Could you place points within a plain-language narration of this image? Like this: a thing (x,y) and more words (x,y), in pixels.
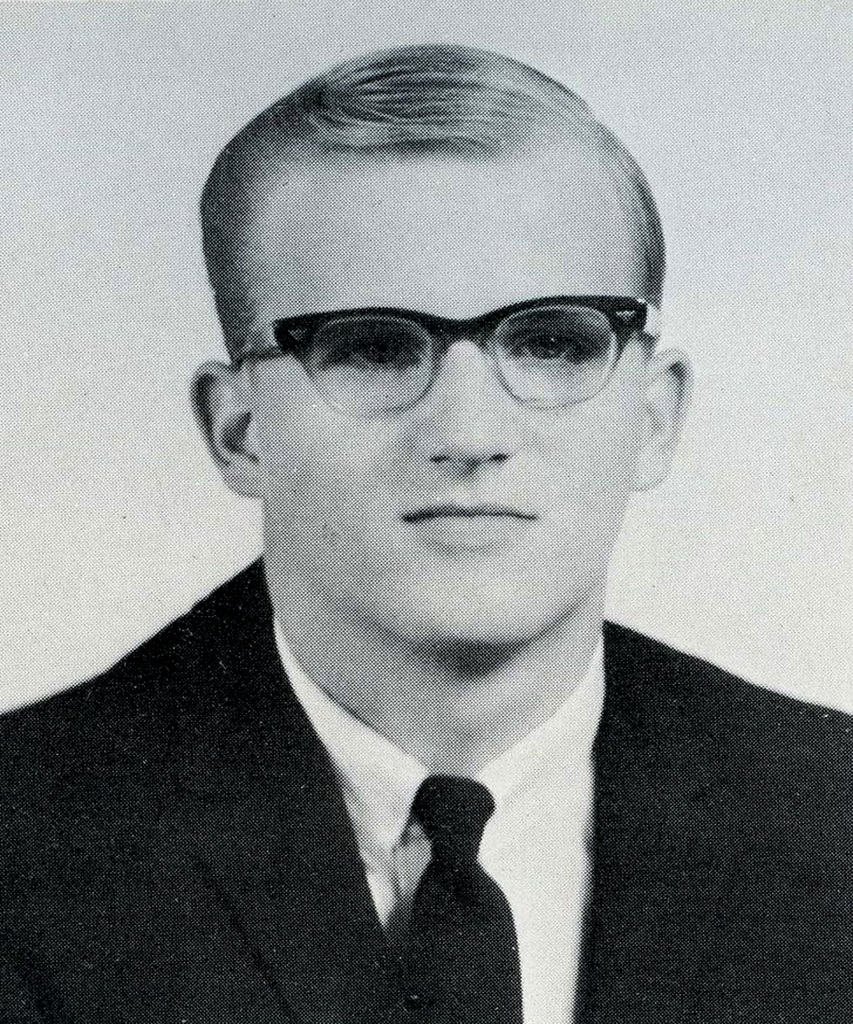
This is a black and white picture. In this picture we can see a man (553,439) wore a blazer (196,786), tie (514,971) and spectacles (360,371).
